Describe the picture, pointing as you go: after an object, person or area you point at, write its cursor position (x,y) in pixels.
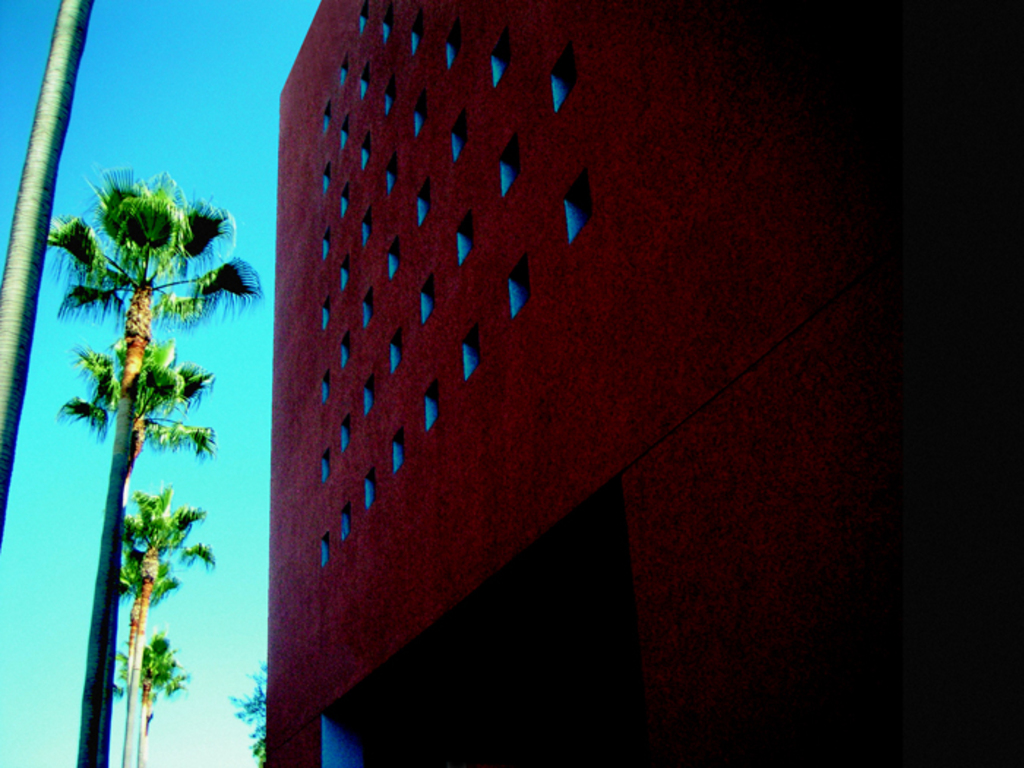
In this image I can see a building (614,351), windows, pillar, trees (137,304) and the sky (231,524). This image looks like an edited photo.
